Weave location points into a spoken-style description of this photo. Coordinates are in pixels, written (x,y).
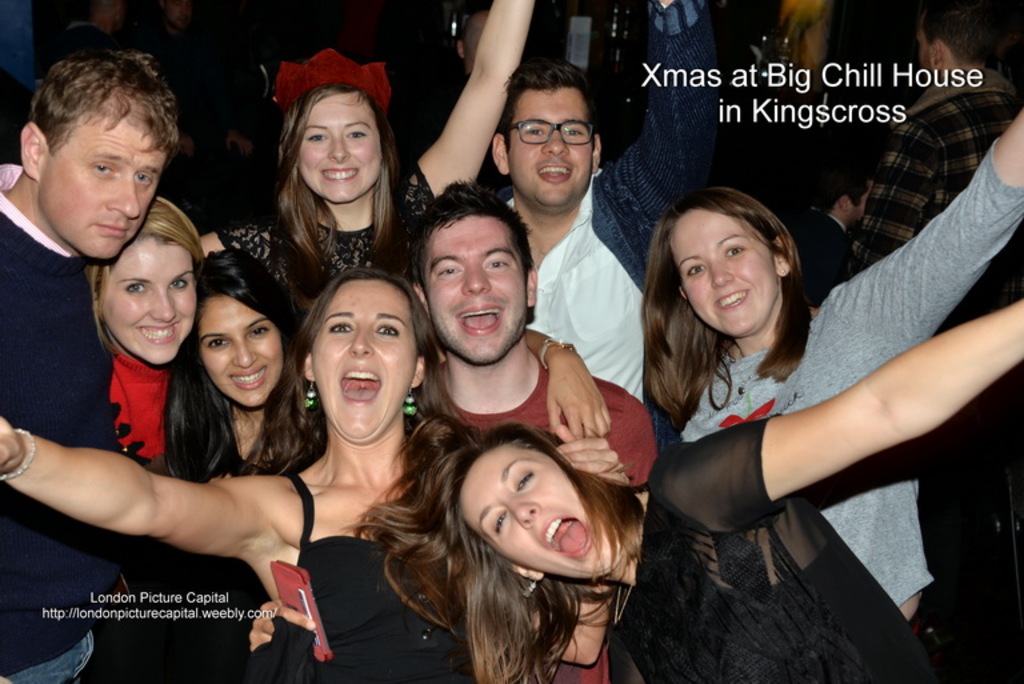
In the middle of the image (419,246) there are a few people (275,290) standing and they are with smiling faces (362,309). In this image the background is a little dark and there are a few people (181,52). At the top right of the image (801,68) there is a text (801,68) on the image.
